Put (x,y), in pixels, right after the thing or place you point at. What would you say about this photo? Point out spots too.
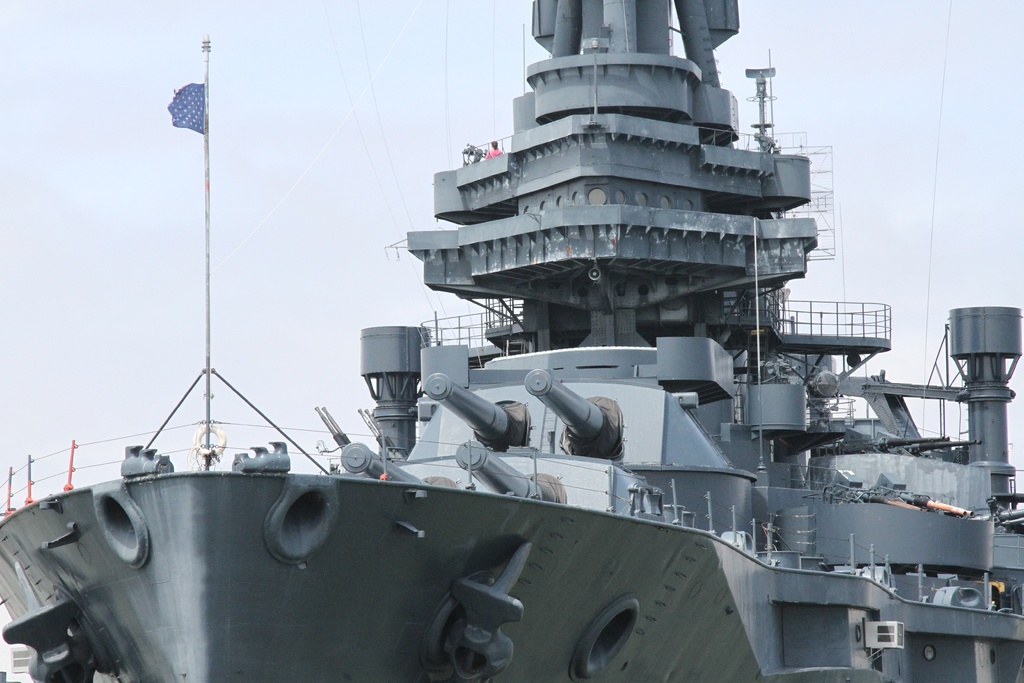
In the foreground (374,471), I can see a ship (637,505), metal objects (707,503) and a flag pole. In the background (264,142), I can see the sky (295,175). This picture might be taken in a day.
